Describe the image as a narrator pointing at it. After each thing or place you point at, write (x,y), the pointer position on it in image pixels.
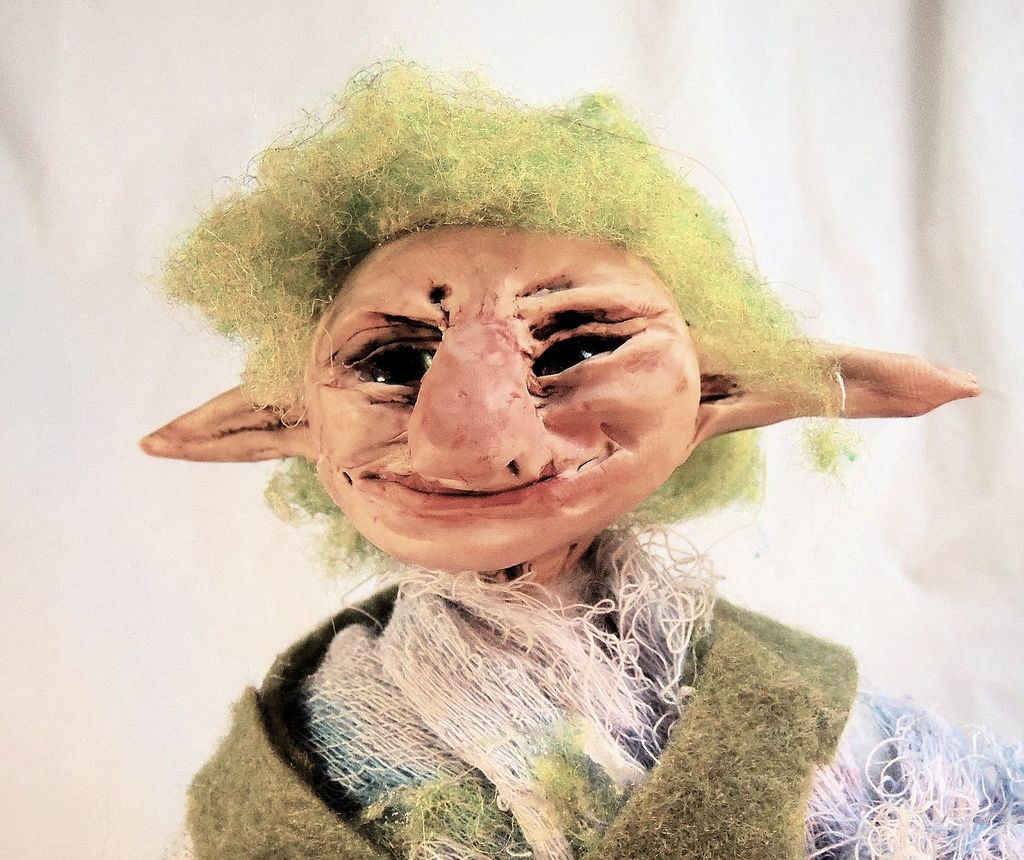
In this picture, we see the doll of the elf (569,438) with white threads (492,700) and the wool (314,229). This wool (431,183) is in green color. In the background (67,286), it is white in color. It might be a wall (557,46).
